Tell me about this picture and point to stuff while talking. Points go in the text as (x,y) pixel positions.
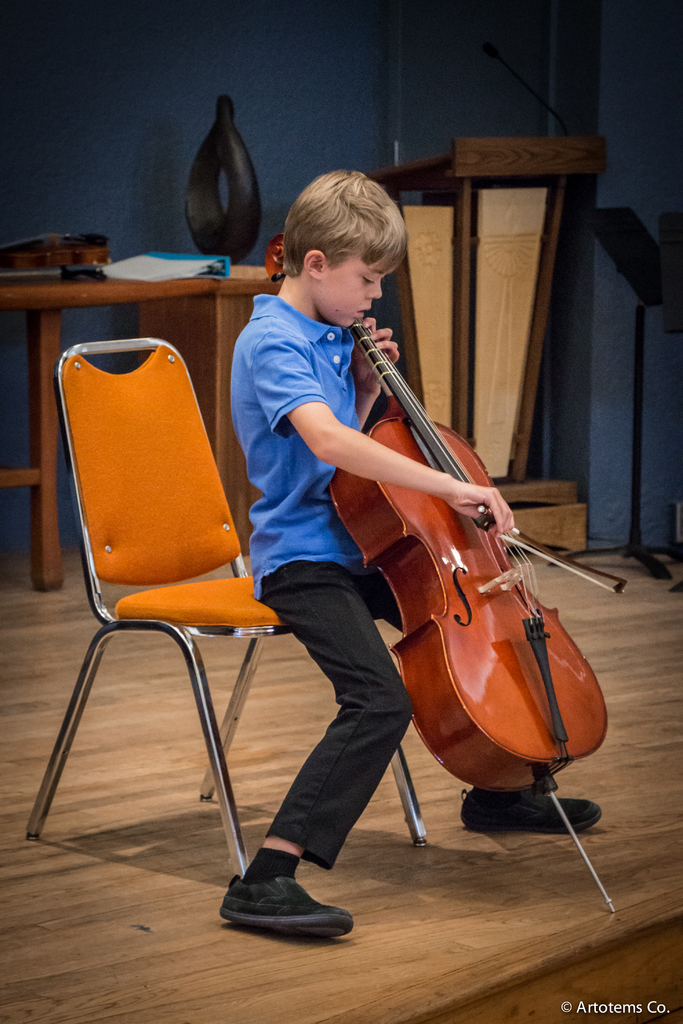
This image is clicked in a room (590,55) where it has a podium (500,295) on the right side (531,301) top, on that podium (523,301) there is a mic (541,101). There is a chair (167,572) in the middle (233,563), a person (342,265) is sitting on that chair (181,603) he is playing some musical instrument (468,608). Behind him there is a table (235,287) on that table (129,287) there is a file (207,263) and other musical instrument (80,261). The chair (155,475) is in orange color, the boy (316,523) wore blue color shirt (291,469) and black pant (306,826) with black shoes (294,889).
